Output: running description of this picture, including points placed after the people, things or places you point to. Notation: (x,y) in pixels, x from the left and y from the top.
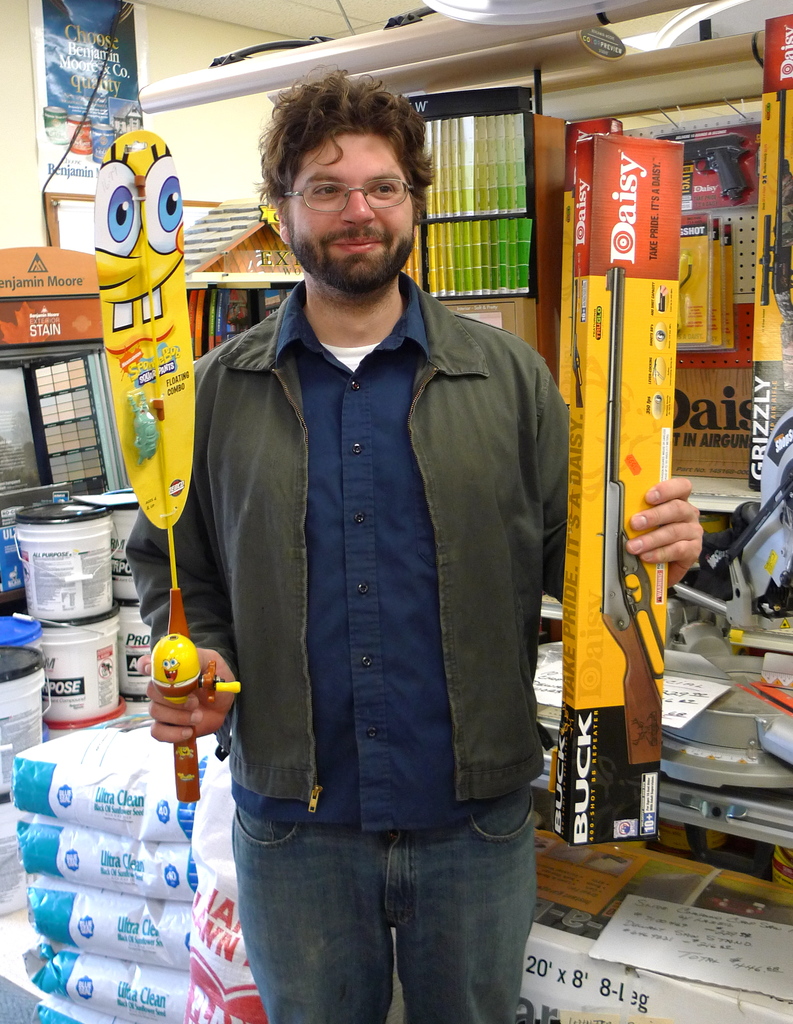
There is a person (335,374) wearing a specs (338,202). He is holding a box (648,631) and some other thing (156,655) in the hands (151,669). On the box (602,563) there is an image (607,493) of a gun (611,507) and something is written. In the back (94,568) there are buckets (83,708), packets (123,798) and many other things (711,594). In the background (579,91) there is a wall (493,84) on that something is hanged. Also there is a poster (117,38) on the wall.
